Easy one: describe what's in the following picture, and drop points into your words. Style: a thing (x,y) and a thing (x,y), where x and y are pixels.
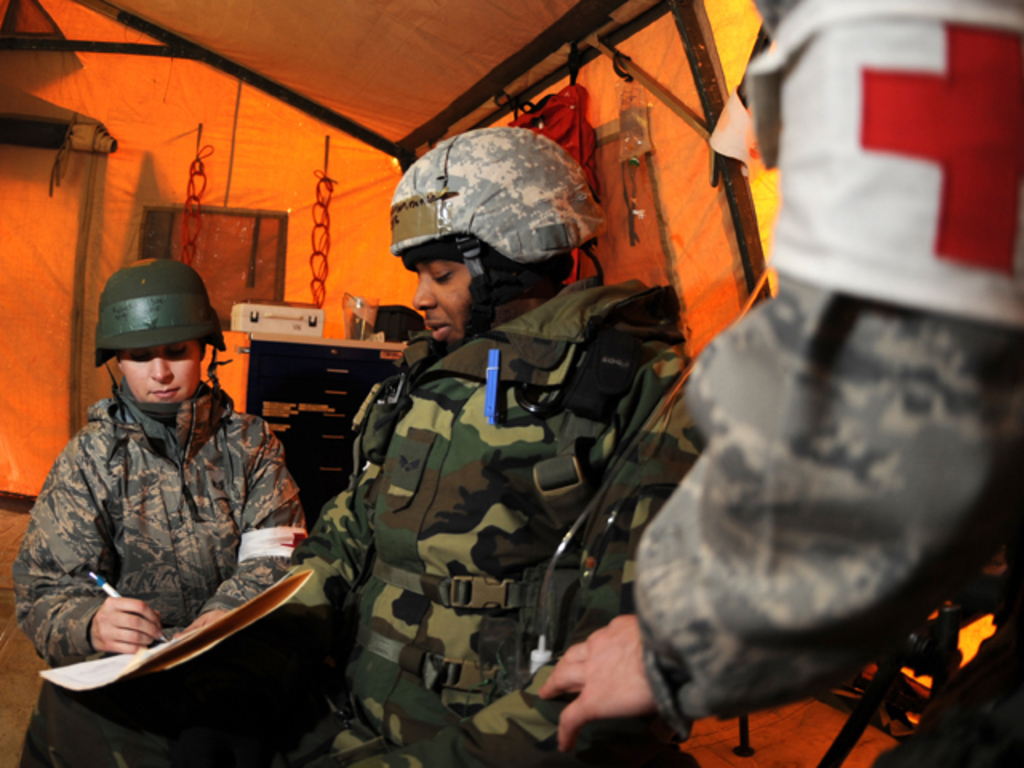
In the foreground of the picture (604,358) we can see soldiers (600,387). On the left (230,596) the soldier (176,602) is writing something on a file (178,649). In the background (303,388) there are some instruments (289,380). At the top (286,82) and in the background (187,121) it is looking like a tent (306,112).
